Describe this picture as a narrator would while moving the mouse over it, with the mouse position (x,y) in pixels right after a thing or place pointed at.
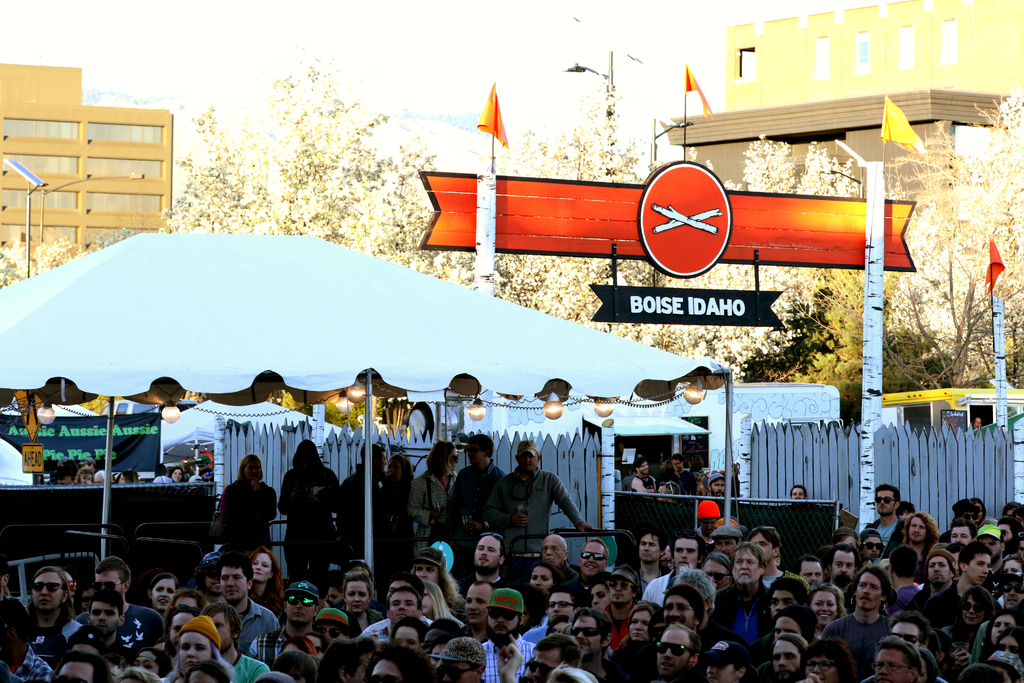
In this picture we can see many people (558,563) standing and looking somewhere. In the background (126,380), we can see people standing under a tent (408,371) surrounded by trees (351,196) and buildings (137,211).
